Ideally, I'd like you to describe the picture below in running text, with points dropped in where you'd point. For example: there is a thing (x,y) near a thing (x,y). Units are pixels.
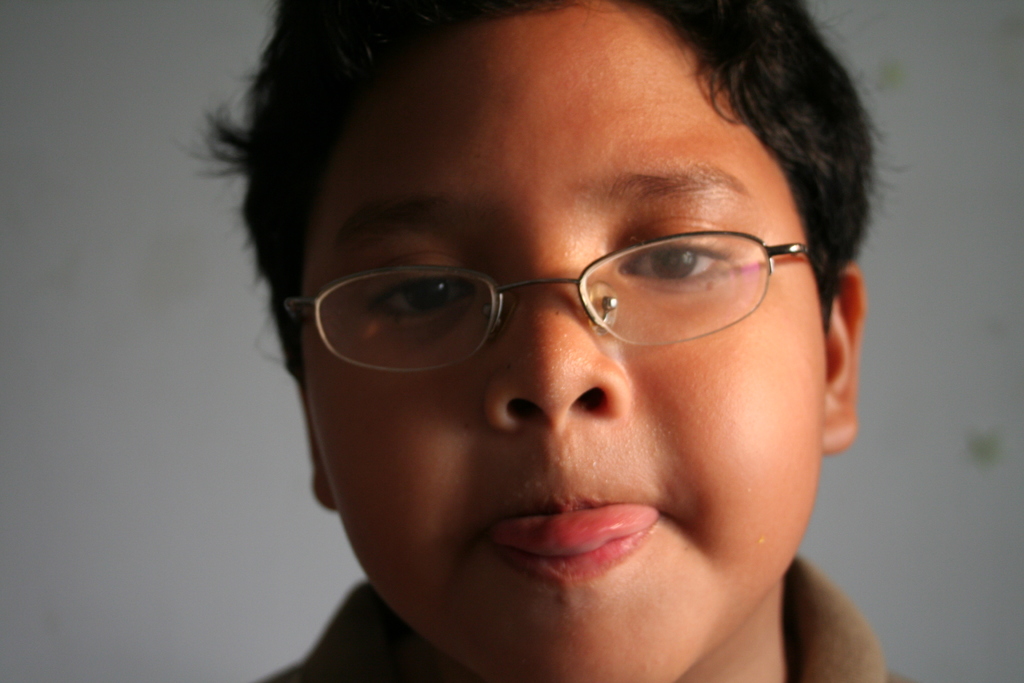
In this image we can see a boy (467,366) and the boy (533,357) is wearing spectacles (593,303). In the background (231,536), we can see a wall (41,236).
